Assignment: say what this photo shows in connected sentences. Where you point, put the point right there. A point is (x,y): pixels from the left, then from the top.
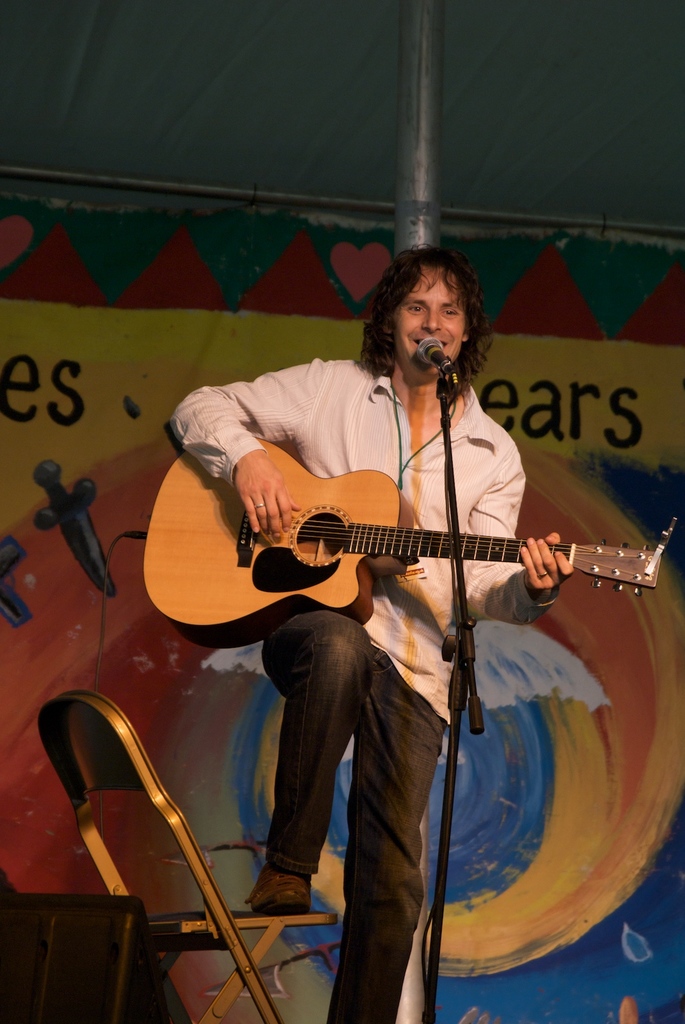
In this picture there is a boy (434,261) who is standing in front of the mic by holding a guitar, the boy (444,264) is placed his leg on the chair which is left side of the image (95,716), there is a big poster (118,247) of different colors which is there on the wall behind the boy (459,264) and there is a speaker (121,996) on the stage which is placed at the left side of the image (14,985).
